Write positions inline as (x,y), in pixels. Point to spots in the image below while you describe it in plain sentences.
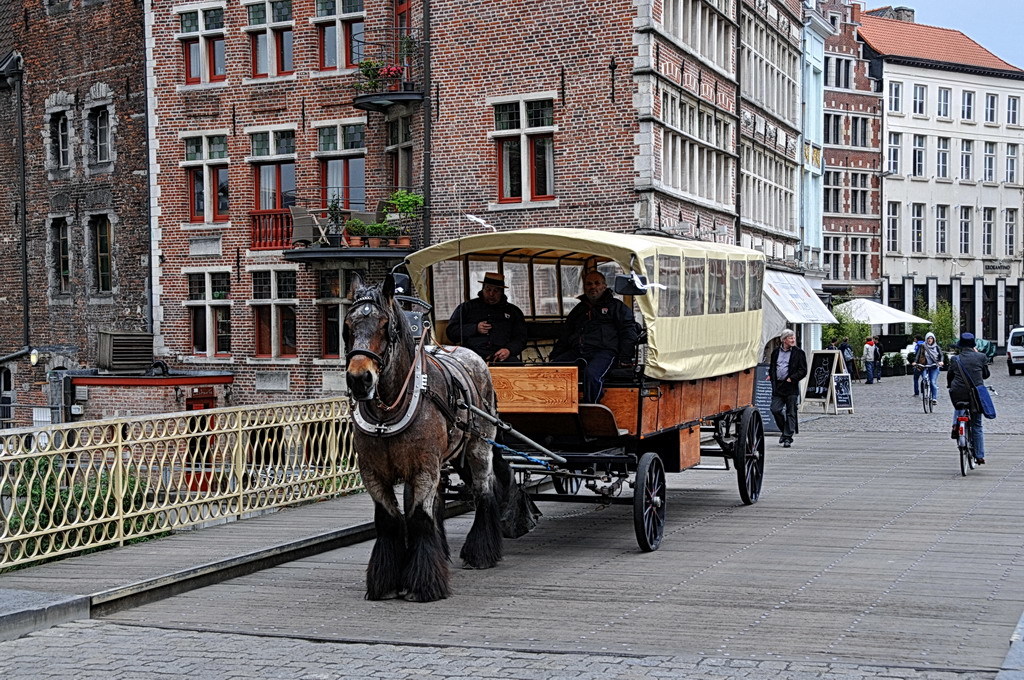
In this image, this looks like a horse cart (614,422). There are two people (596,353) sitting in the cart (611,386). I can see two people (950,372) riding bicycles (963,412) and few people (874,353) standing. These are the buildings (756,193) with the windows (923,139). This looks like a canopy tent (852,306). These are the flower pots (375,241) with the small plants (373,227) in it. I can see the small trees (839,328). These look like the boards (846,387), which are placed on the road (218,587).
